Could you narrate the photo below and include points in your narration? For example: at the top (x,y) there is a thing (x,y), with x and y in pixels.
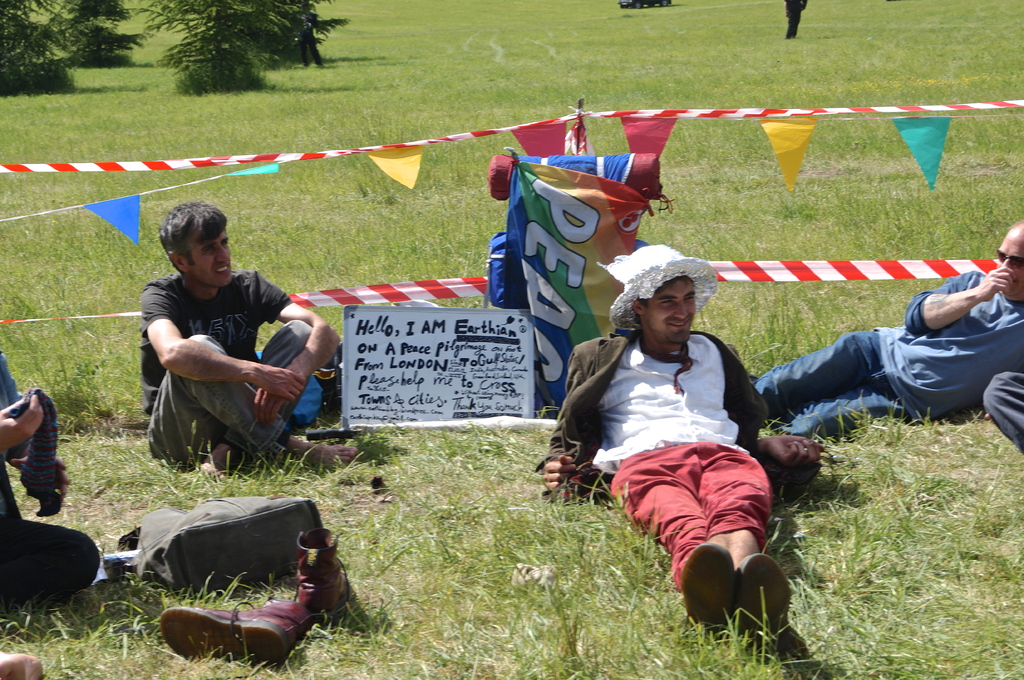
In the picture I can see people (755,508) among them some are lying and some are sitting on the ground (426,453). I can also see a board (455,414) which has something written on it, the grass (459,435), a bag (189,545) and some other objects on the ground (459,488). In the background (228,76) I can see trees (182,61).
